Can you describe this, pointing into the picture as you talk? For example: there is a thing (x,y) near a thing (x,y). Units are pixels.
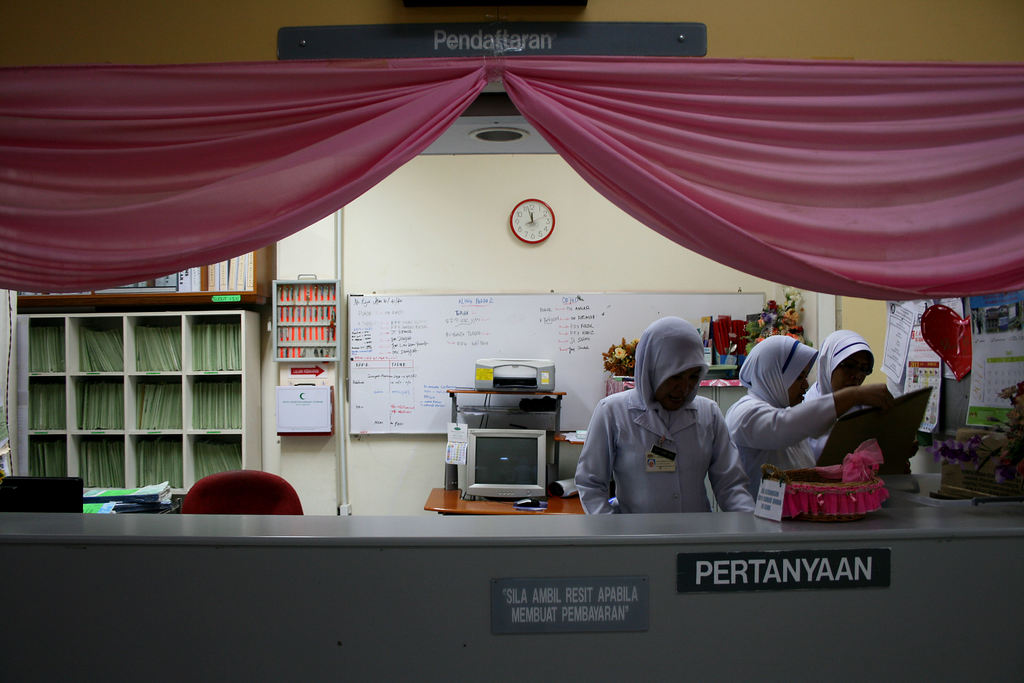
In the image we can see there are people (779,400) who are standing.
